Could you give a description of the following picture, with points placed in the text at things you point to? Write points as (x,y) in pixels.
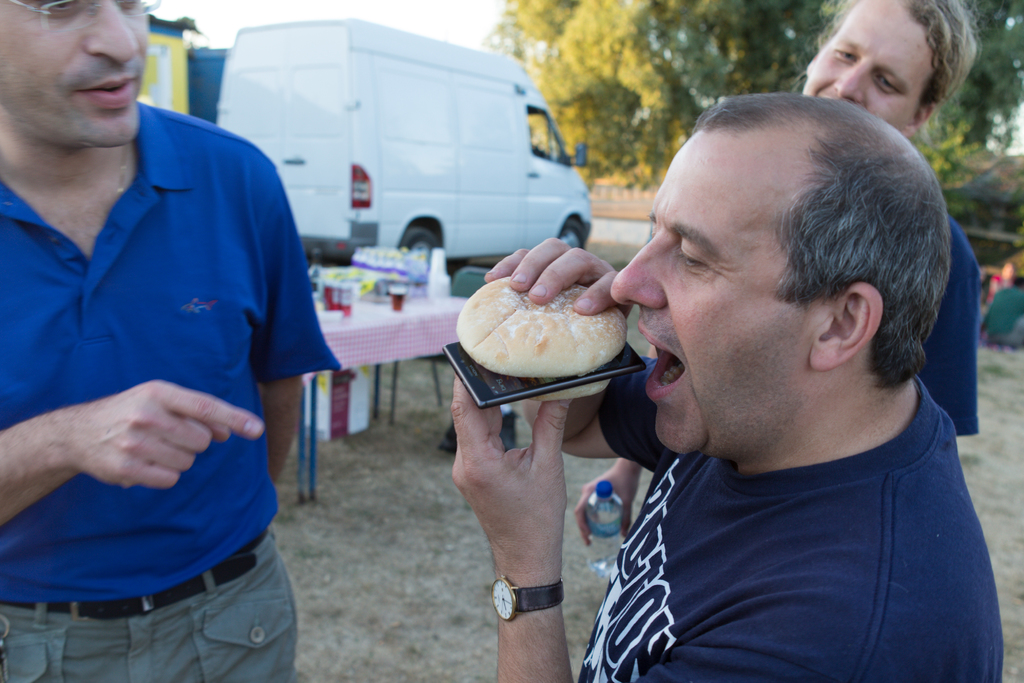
This image is taken outdoors. In the background (674,105) there are a few trees (624,100) and plants (948,122). A truck (484,141) is parked on the ground (323,448) and there is a table (346,355) with a table cloth (346,355) and a few things (375,269) on it. There is an empty chair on the ground (371,418). On the left side of the image (118,465) a man (106,433) is standing on the ground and he is talking. On the right side of the image (1010,298) a person (1001,322) is in a squatting position and two men (821,313) are standing on the ground (337,447). A man (890,70) is holding a water bottle (601,509) in his hand (585,501) and another man (736,356) is eating a burger (544,350).
